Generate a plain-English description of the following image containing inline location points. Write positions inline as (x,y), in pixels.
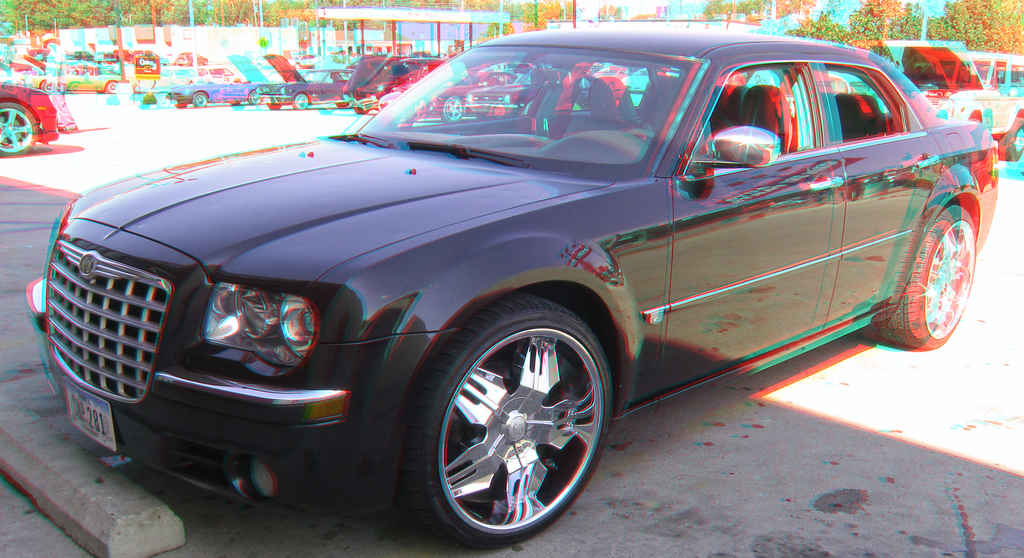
In the center of the image (487,194) there is a black color car (452,323) parked on the road (699,458). Image also consists of many trees (911,23) and poles (190,7) and also wall (214,34).
